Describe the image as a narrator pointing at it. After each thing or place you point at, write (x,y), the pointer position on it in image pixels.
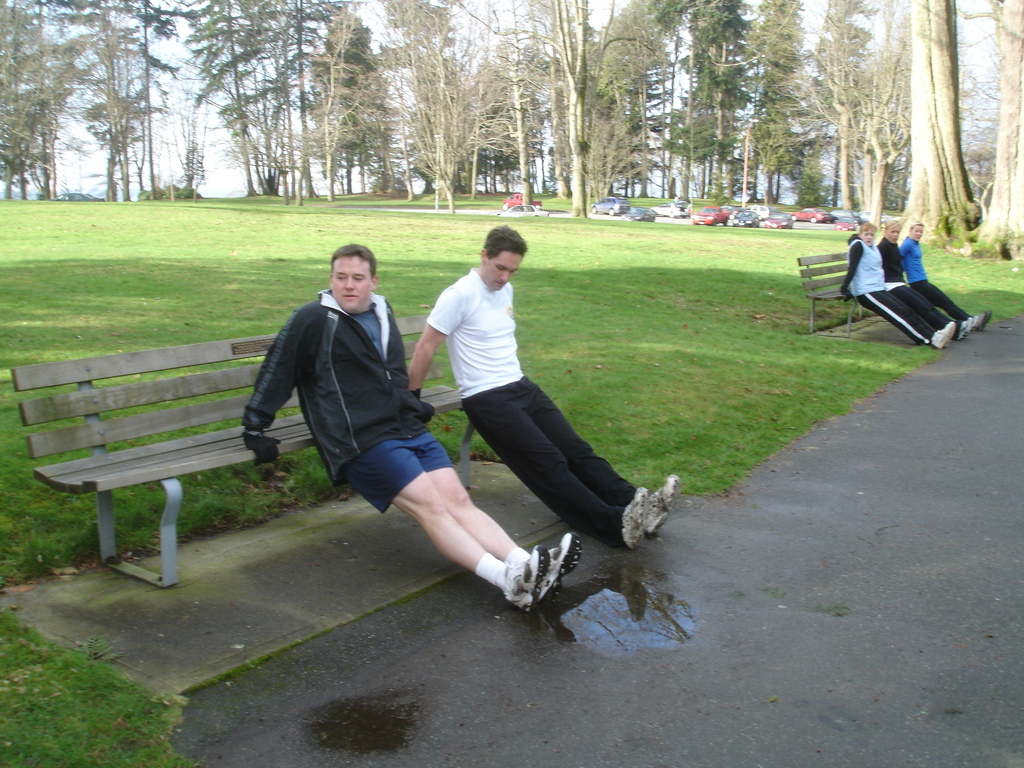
In this image there are two persons (446,461) are on the left side of this image (341,429) and three persons (901,295) are on the right side of this image (934,309). As we can see there are two benches (294,405) in middle of this image (456,388). There is a grassy land (612,333) on the left side of this image (56,277). There are some trees (596,126) in the background (509,148). There are some cars (807,212) on the right side of this image (792,217).
